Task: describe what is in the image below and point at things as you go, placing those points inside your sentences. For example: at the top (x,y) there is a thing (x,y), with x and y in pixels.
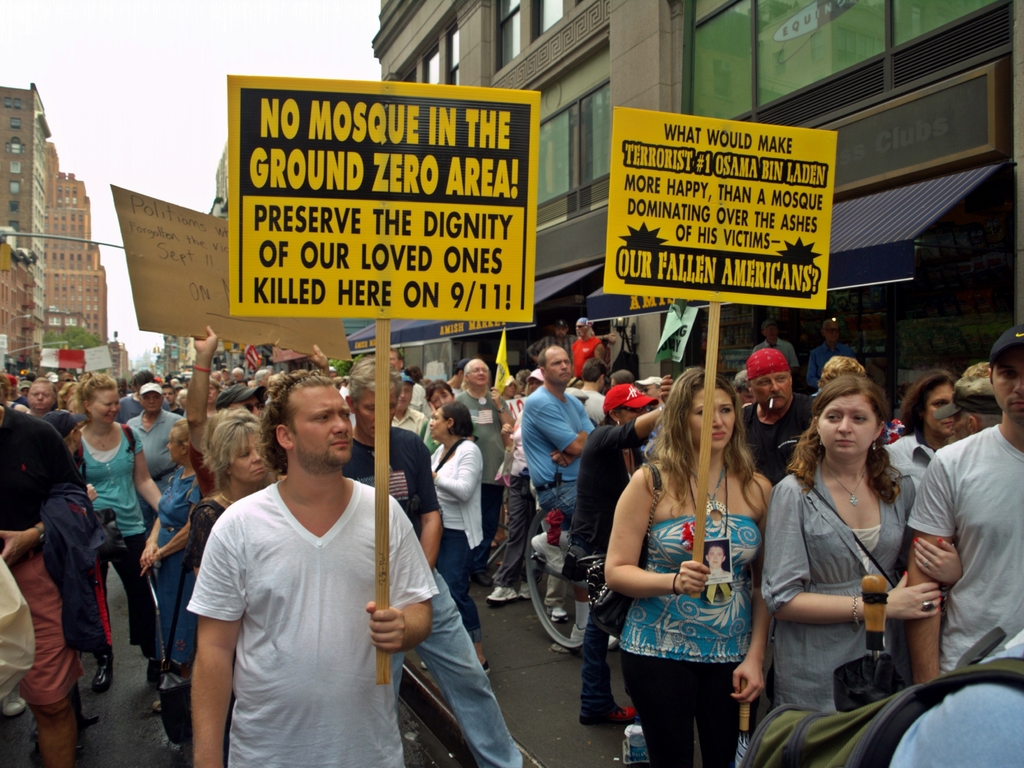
In this image, on the right (704,562) there is a woman (679,528), she is holding a stick (699,520), board (722,289). On the left (331,616) there is a man (330,554), he is holding a stick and board (419,272). In the background (542,228) there are many people (466,478), vehicles (563,596), posters (157,245), charts (148,235), text (159,229), streetlight (83,241), pole (18,232), buildings (46,244), road (125,680), sky (130,106).
